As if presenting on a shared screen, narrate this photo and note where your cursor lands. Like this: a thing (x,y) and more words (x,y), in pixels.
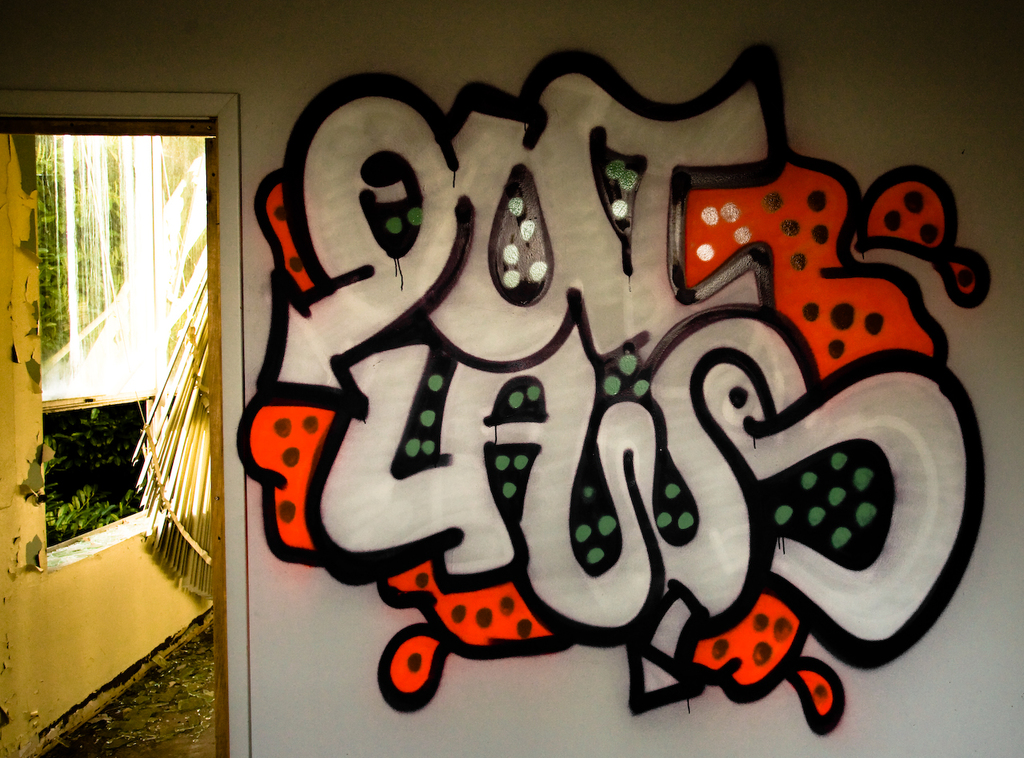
In this picture we can see painting (341,284) on the wall (285,123). In the background of the image (181,435) we can see leaves (64,221) and objects (148,435).
